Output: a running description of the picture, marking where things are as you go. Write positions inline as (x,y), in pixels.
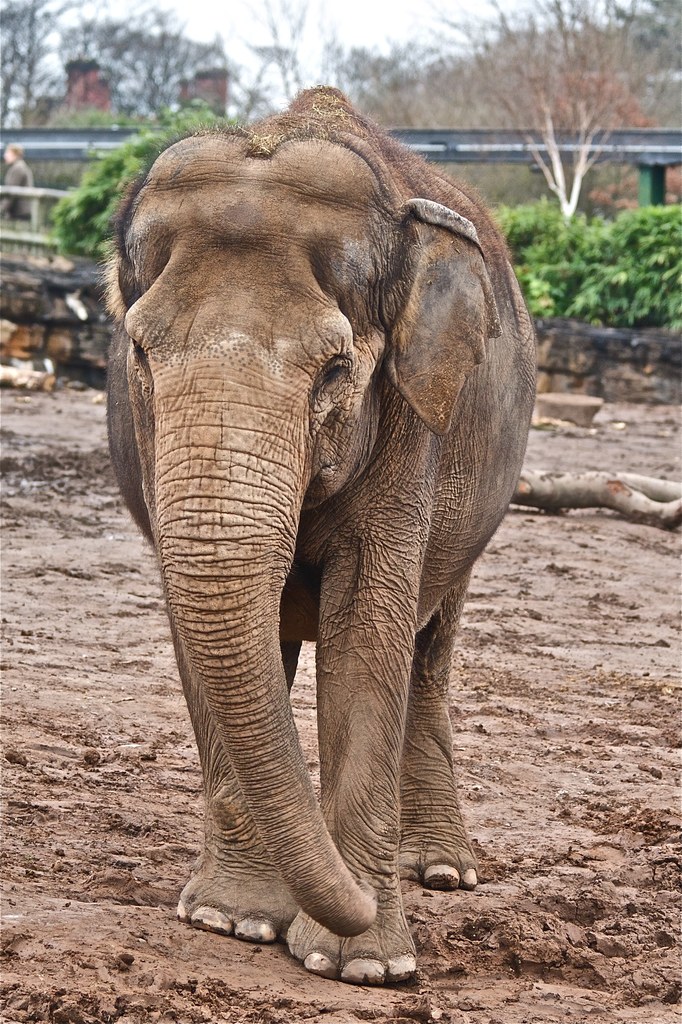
This picture is clicked outside. In the center (274,664) we can see an elephant (425,411) standing on the sand (98,826). In the background (645,269) we can see the green leaves (585,229) and some other objects (672,487) and we can see the sky (293,75), trees (8,120) and some metal objects (651,153).
